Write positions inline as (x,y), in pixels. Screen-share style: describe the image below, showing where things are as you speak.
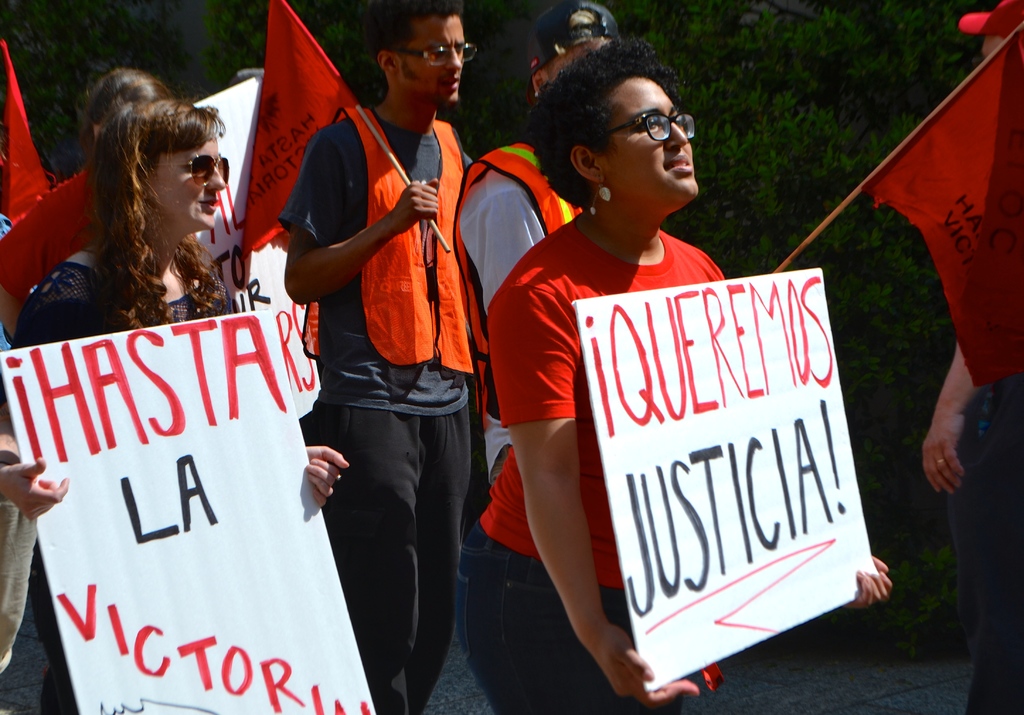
In this image I can see few persons (514,365) wearing orange colored dress (453,293) are standing and holding few boards (700,409) which are white in color and few flags (949,182) which are orange in color. I can see a woman (146,242) is wearing black color dress (92,275) is standing. In the background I can see few trees (203,50) which are green in color.
